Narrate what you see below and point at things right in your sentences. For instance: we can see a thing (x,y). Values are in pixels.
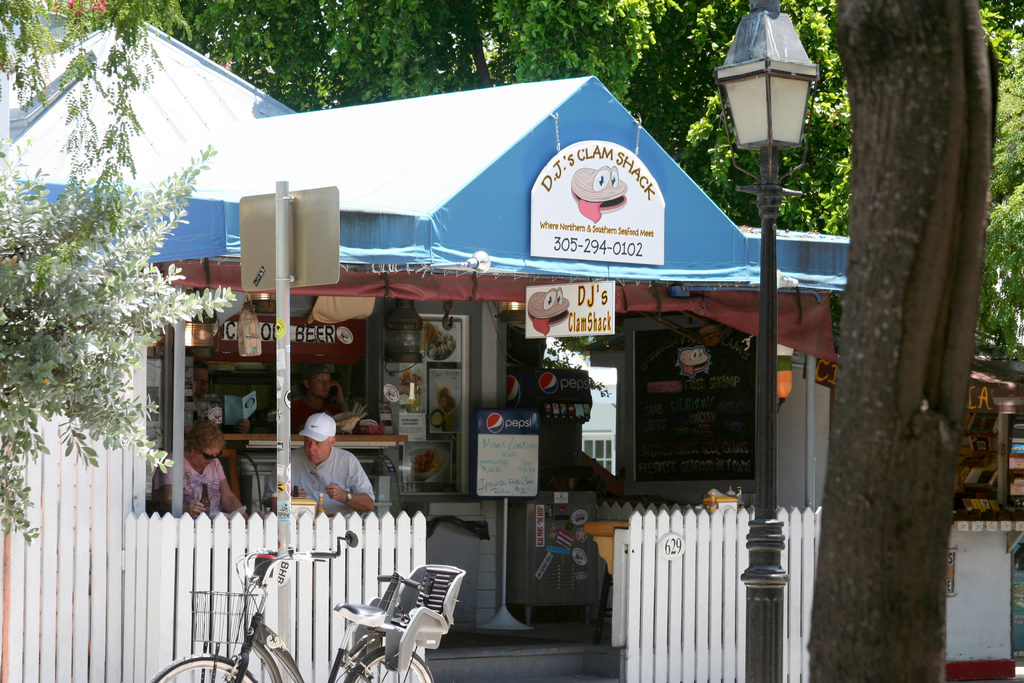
In this image we can see bicycle (232,664) parked near the fence (182,646), light pole (776,198), board (310,270) to the pole (281,448), trees (10,433), people (304,463) sitting here, food court (411,476), tent (355,263) and a wooden house (73,90) in the background (182,121).
